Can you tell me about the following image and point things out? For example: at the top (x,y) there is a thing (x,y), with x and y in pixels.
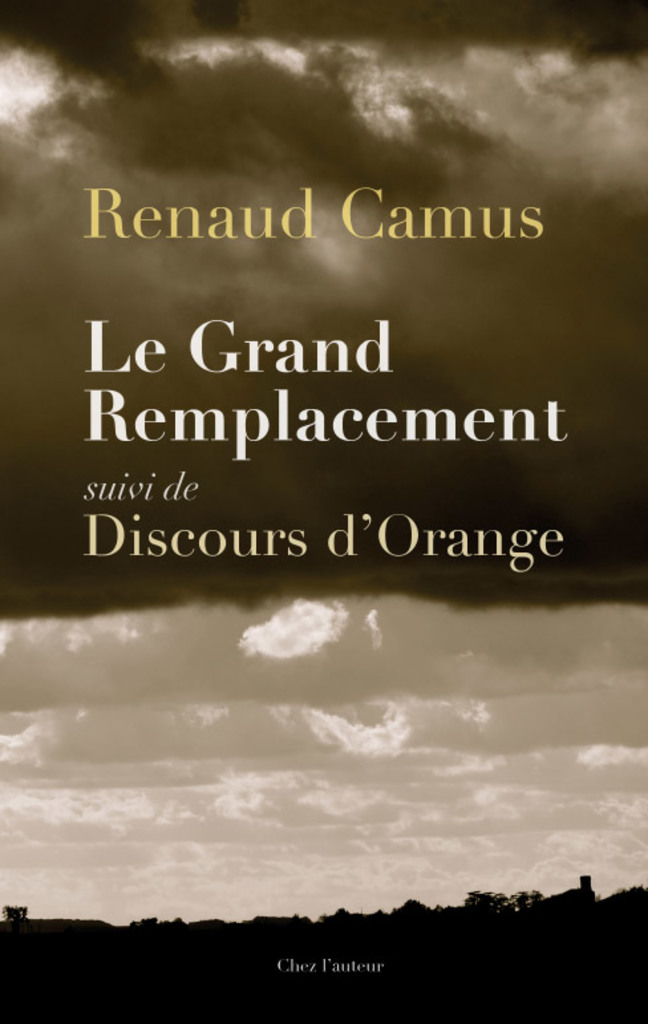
In this image I can see a poster (353,368) and something is written on it. Background (167,122) is in white, brown and black color.
